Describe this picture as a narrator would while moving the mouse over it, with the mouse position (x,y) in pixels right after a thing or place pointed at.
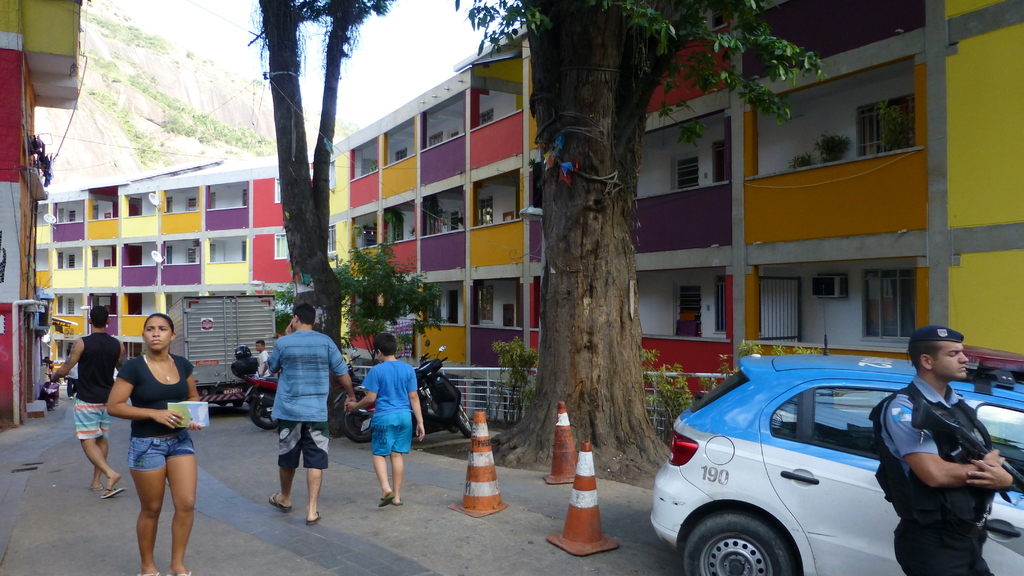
The picture is taken outside a city (234,280) on the streets (22,427). In the foreground of the picture (271,416) there are people (286,395) walking down the road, cars (758,430), vehicle (241,381), motorbikes (463,409), plants (668,420) and trees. In the background (248,213) there are buildings (440,188), plants (809,156), windows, air-conditioners (817,285) and doors (142,250). At the top (138,113) there is a hill (163,126) and there are trees (225,129).
